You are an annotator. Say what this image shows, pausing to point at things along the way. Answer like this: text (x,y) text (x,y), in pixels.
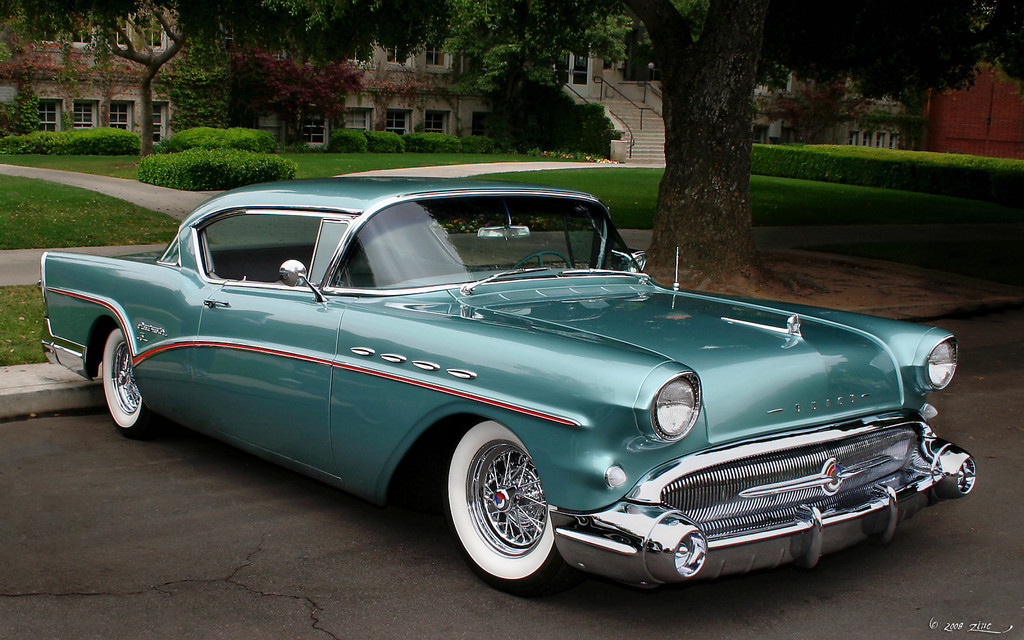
In this image, we can see some trees (511,55) and plants (203,151). There is a building (377,82) at the top of the image (437,74). There is a car (727,351) in the middle of the image (437,224).
